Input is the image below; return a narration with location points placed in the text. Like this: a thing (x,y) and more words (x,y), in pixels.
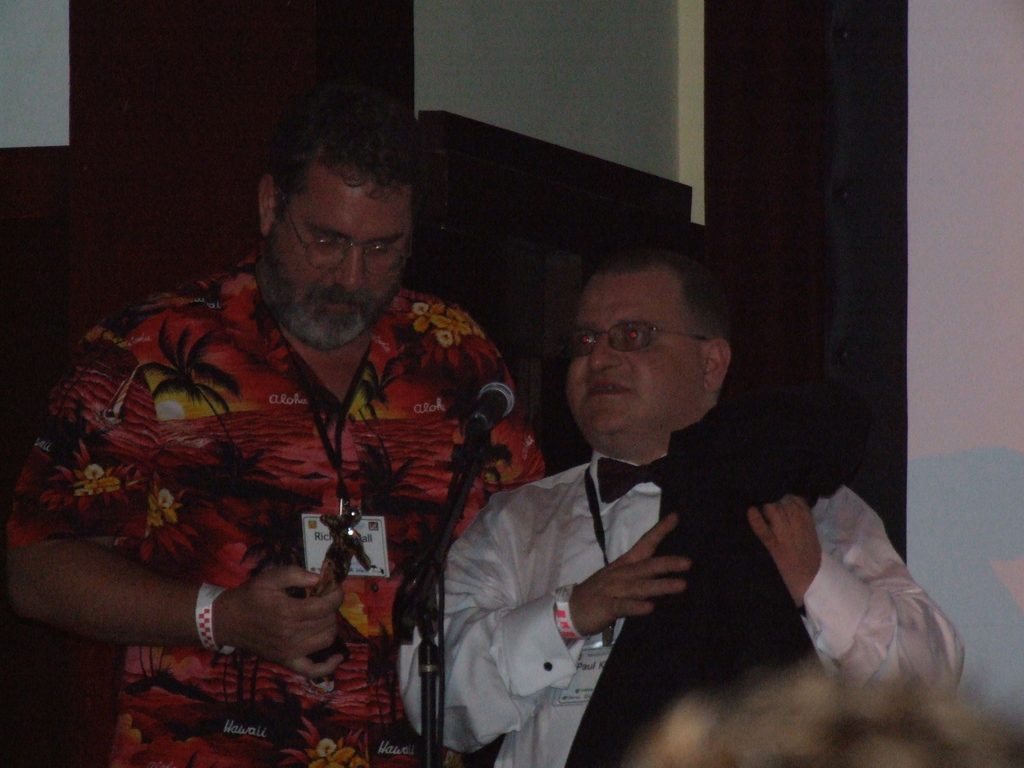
In the foreground of this image (733,575), there are two men (341,590) wearing ID tags (586,676) are standing in front of the mic stand (476,419) and on the bottom (839,733), there is hair (836,731) of a person (846,728). In the background (626,133), there is a wall (585,83) and objects (458,171) are not clear.
